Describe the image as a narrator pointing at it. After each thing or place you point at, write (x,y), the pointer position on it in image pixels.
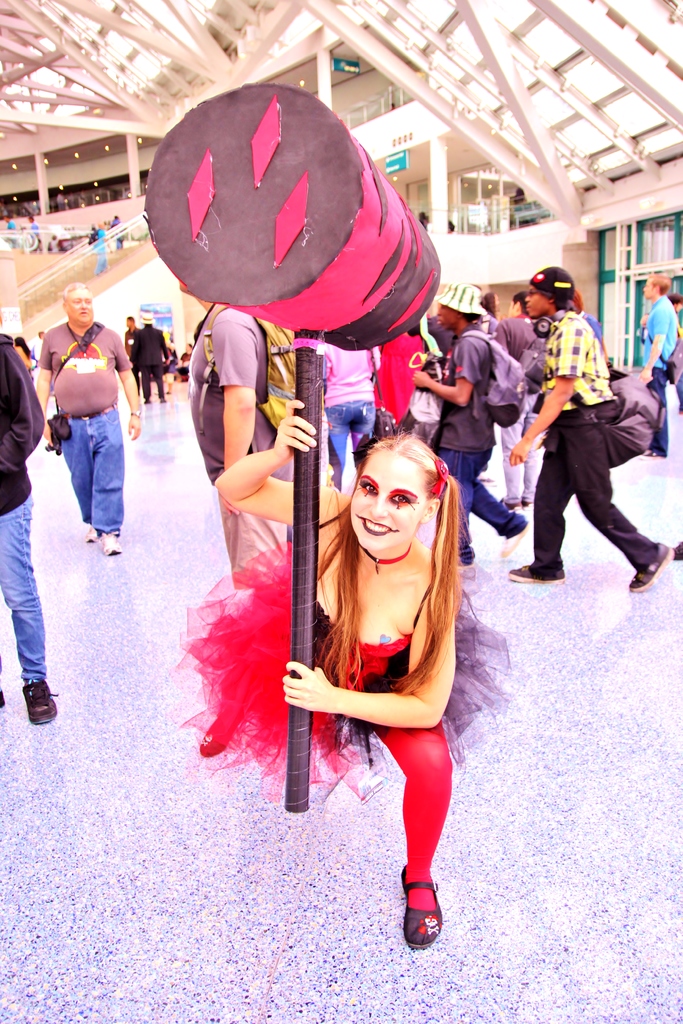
At the bottom of this image (404,713), there is a woman (393,582) in a red color dress (385,756), smiling and holding an object (298,300). In the background (100,368), there are other persons (112,432), a roof (650,86), sign boards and other objects (137,217).
